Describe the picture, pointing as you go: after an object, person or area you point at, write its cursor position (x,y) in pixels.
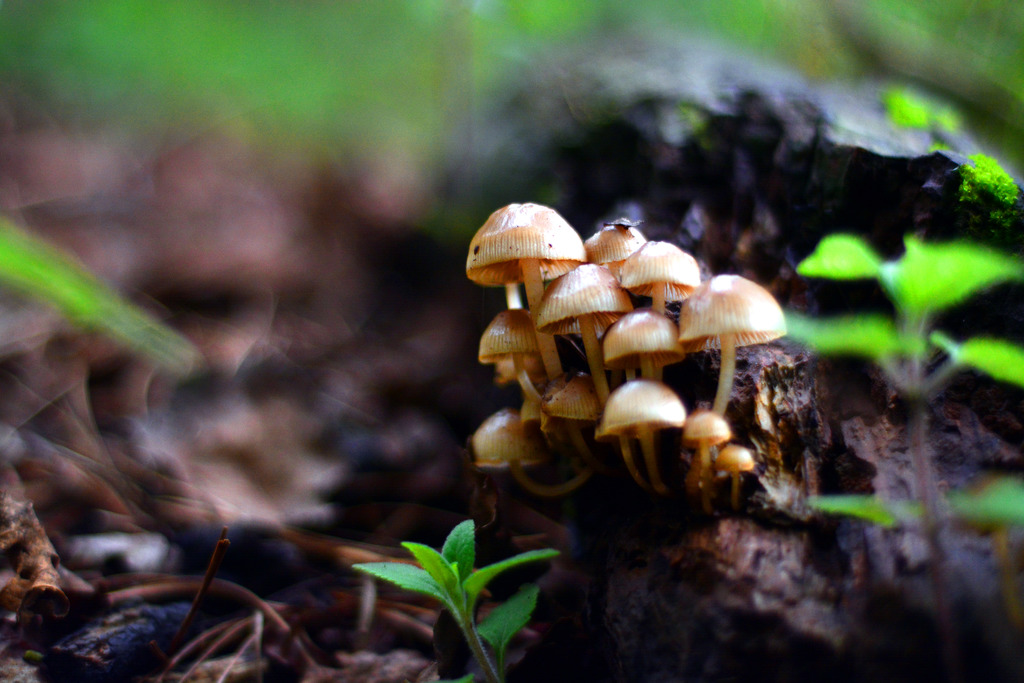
In this picture I can see there are few mushrooms (626,412) and there are small plants (527,559) with leafs (485,617) and on the floor (333,553) I can see there are dry leafs (218,154).
